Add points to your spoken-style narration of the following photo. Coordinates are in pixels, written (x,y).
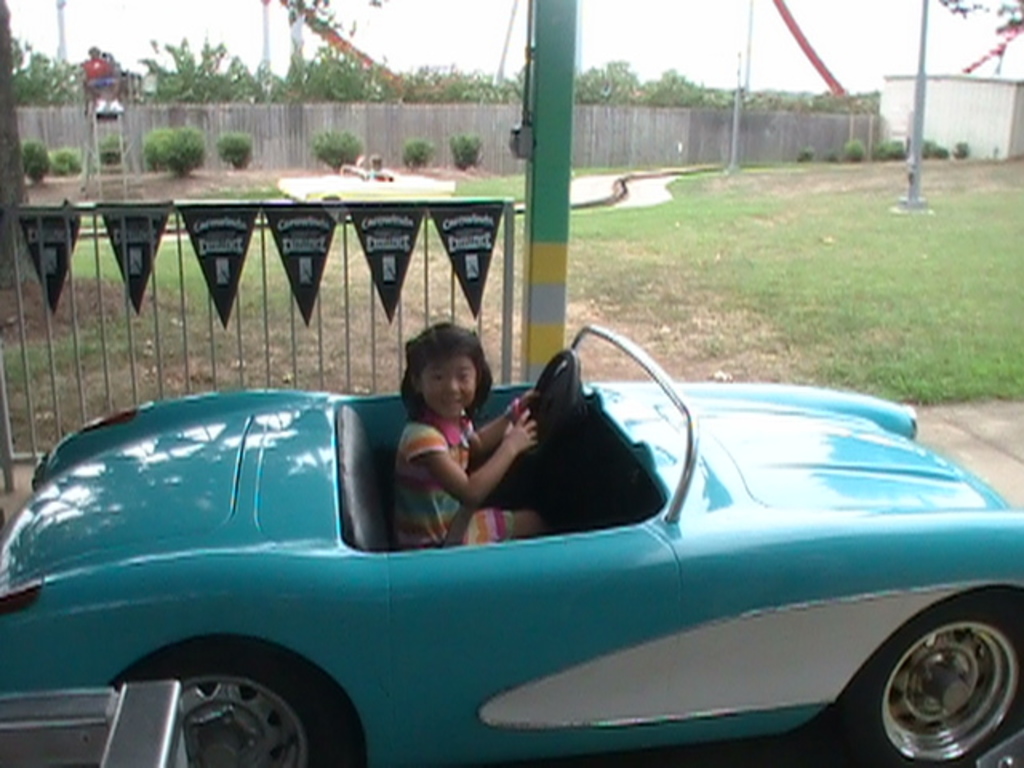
This image consist of a vehicle (224,575) on the vehicle (266,554) there is a girl (429,441) she is wearing a colorful dress (409,482) and she is smiling, back side of her there is a fence (213,320) and back ground (329,128) i can see a wall (327,110) And there are some trees (319,66) visible And back side of the wall (181,110) there is a sky (174,30) And there is a grass (913,273) on the floor (871,295) and there is a pole (921,66) seen on the right side (921,63).
